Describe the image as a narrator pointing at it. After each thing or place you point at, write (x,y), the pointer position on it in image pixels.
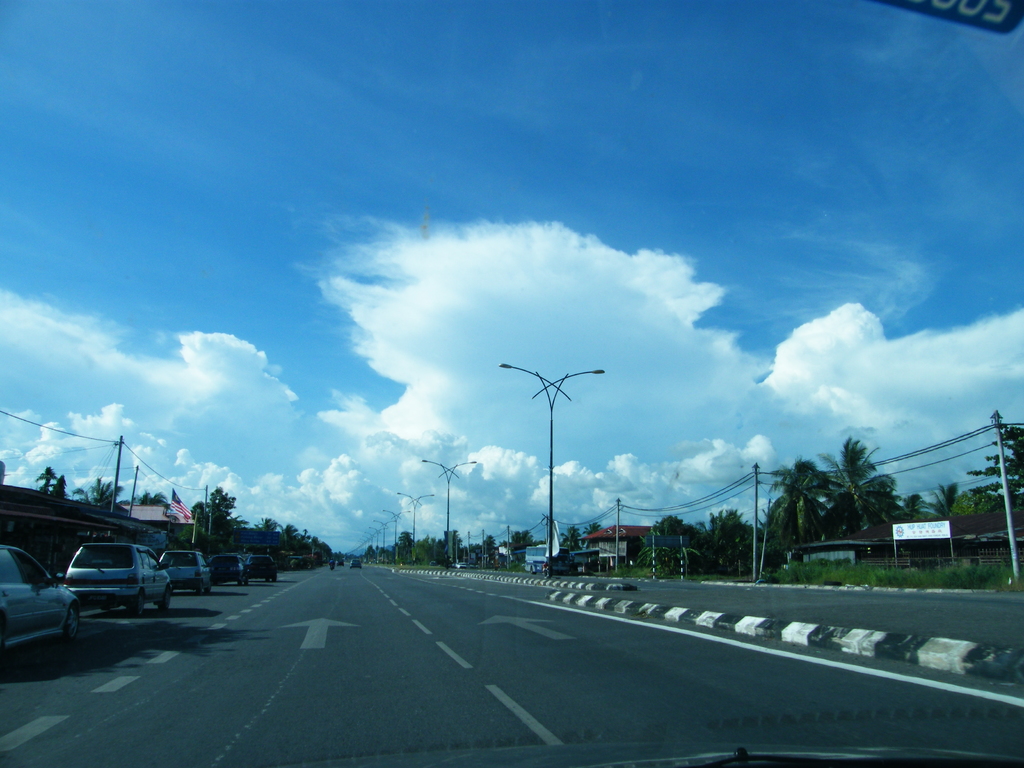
In this image there are some cars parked on the road (249,707) beside that there are some poles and trees (743,528).
